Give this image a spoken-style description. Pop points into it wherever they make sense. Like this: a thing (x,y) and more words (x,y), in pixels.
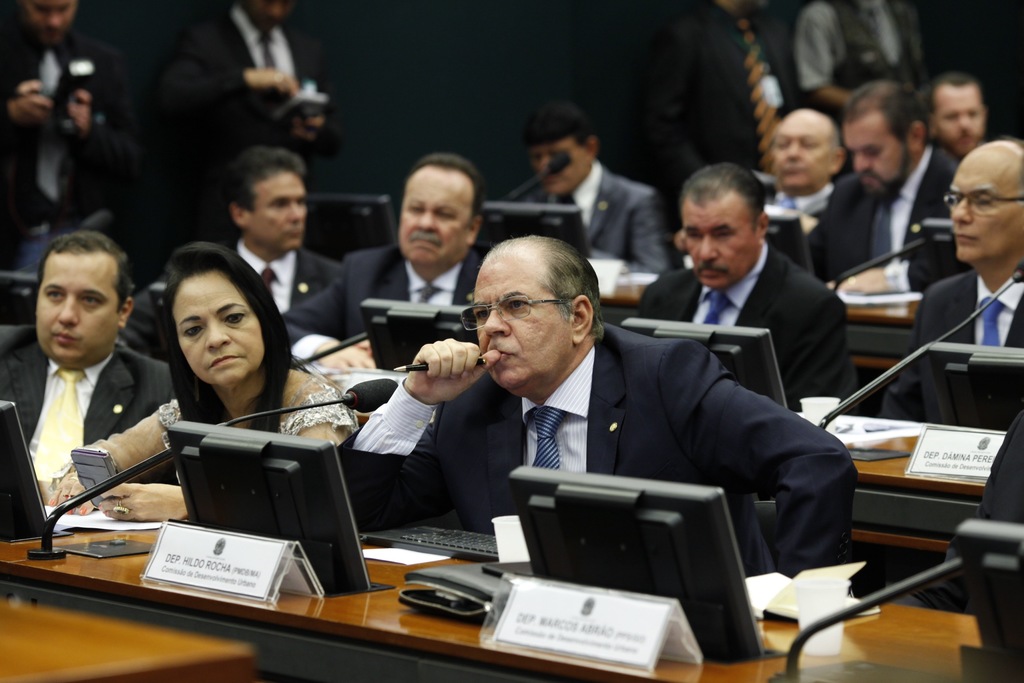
In this image I can see number of persons (577,380) wearing black colored blazers (701,431) and white colored shirts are sitting on chairs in front of the brown colored desks (395,611) and on the desks (374,611) I can see few screens (623,548), few white colored boards (618,617), few papers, few microphones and few other objects (447,599). In the background (216,108) I can see few persons (270,124) standing.
